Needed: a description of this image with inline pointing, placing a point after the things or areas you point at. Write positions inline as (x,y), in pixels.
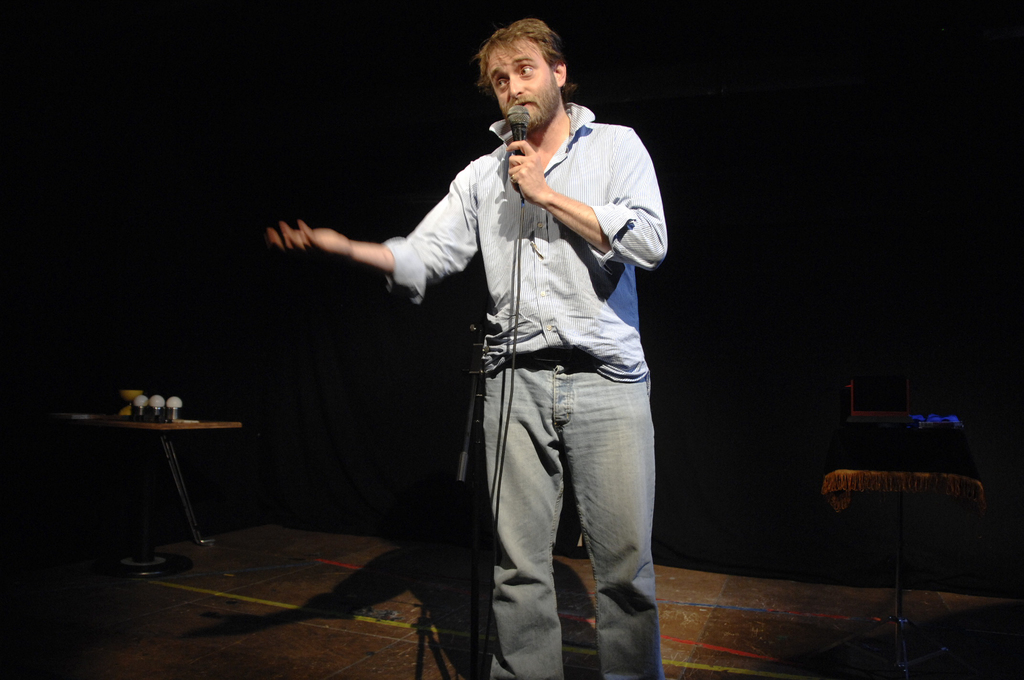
Background (860,160) is very dark. Here we can see a table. Here we can see a man (617,419) standing and holding a mike (526,137) in his hand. On the background (910,397) we can see laptop (897,387) on the table (902,599).
